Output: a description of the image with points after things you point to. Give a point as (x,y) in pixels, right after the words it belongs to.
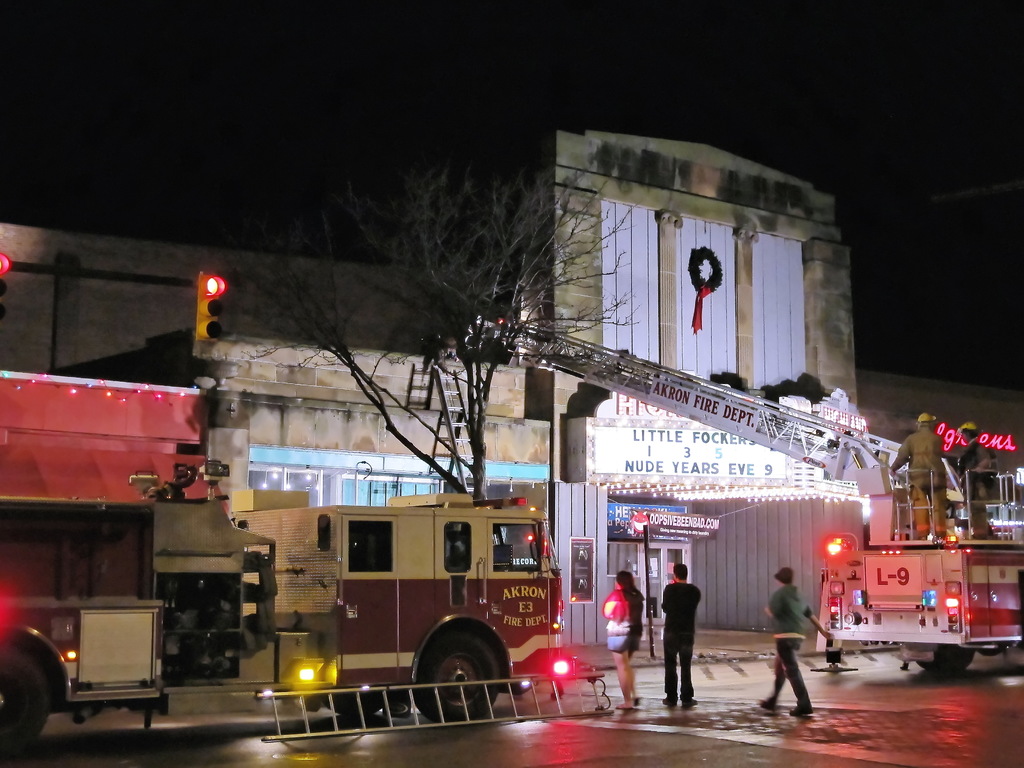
In the image we can the building (666,419), tree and the dark sky (239,84). We can also see there are people (690,670) standing and two of them are walking, they are wearing clothes (778,628). Here we can see ladder (461,722), vehicles (402,602), signal pole (213,318) and the road (876,742).
